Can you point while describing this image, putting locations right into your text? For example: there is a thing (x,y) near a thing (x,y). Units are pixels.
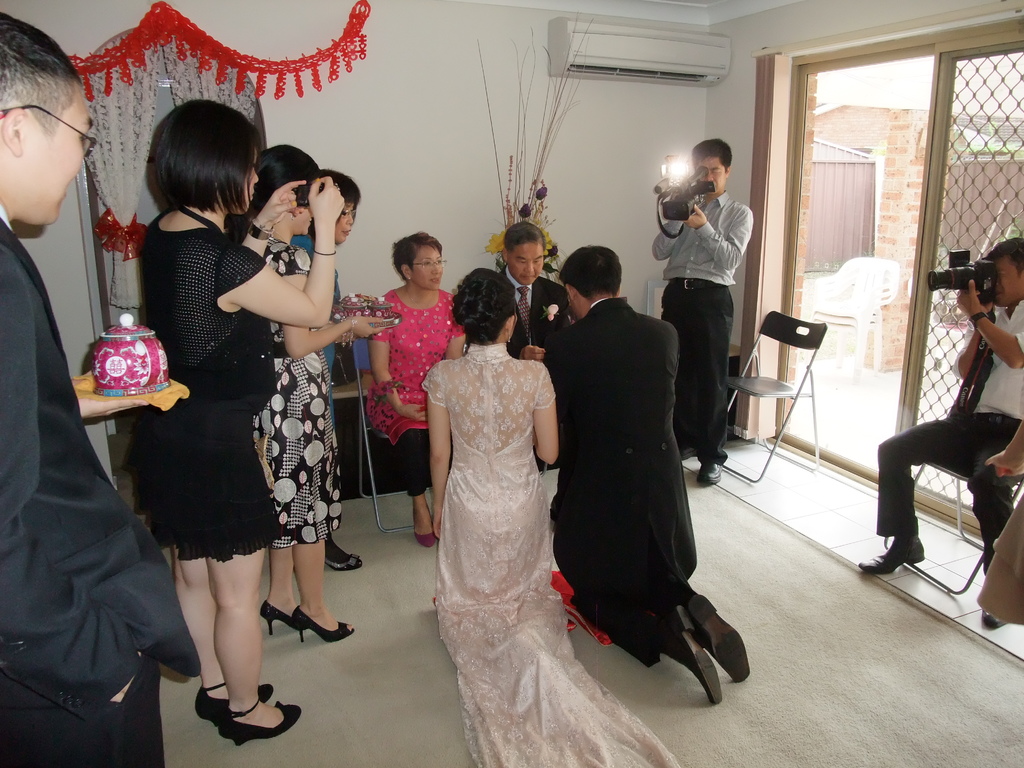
In this picture we can see a group of people (534,672) on the floor (813,724) and three people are sitting on chairs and few people (207,677) are holding cameras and in the background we can see the wall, curtains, chairs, air conditioner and few objects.
